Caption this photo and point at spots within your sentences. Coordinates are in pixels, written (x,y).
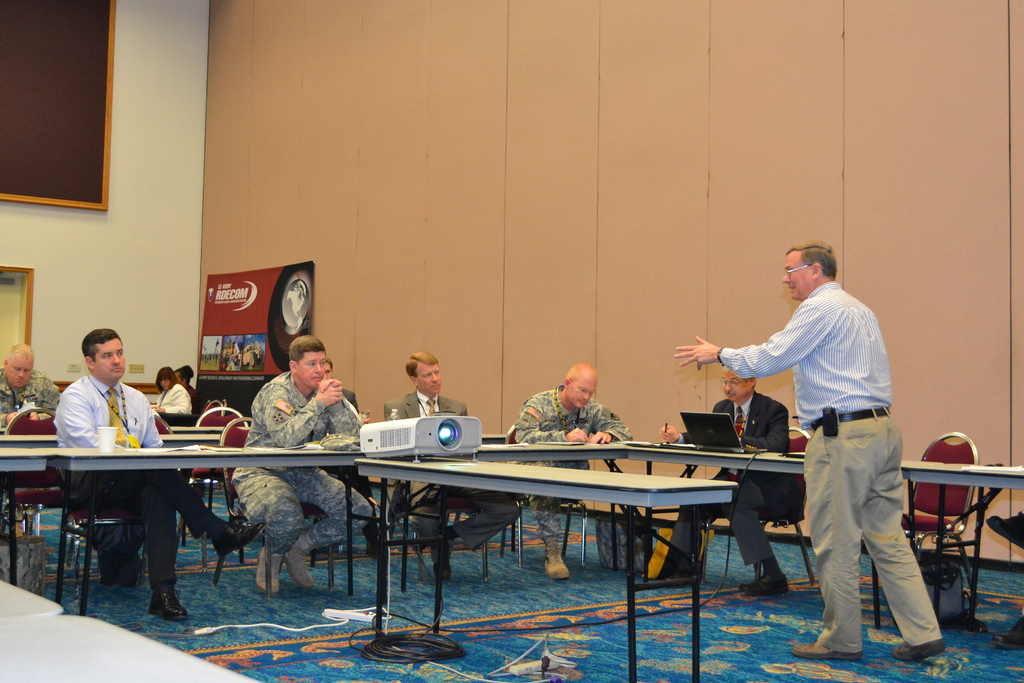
This image, group of people (734,412) are sat on the red color chair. Right side (850,378), a human (870,439) is speaking with them. In the middle of the image (423,438), we can see projector (416,439). That is placed on the table (573,479). There are few tables (590,479) are placed in the room (204,449). At the background (217,338), we can see a banner (258,348). On the left side (185,302), we can see a cream color wall (66,278) and board (68,177), some door (24,319). And right side (842,215) we can see a wall (865,155) and blue color floor (764,623). There is a wire (399,660) is placed under the table (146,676).
